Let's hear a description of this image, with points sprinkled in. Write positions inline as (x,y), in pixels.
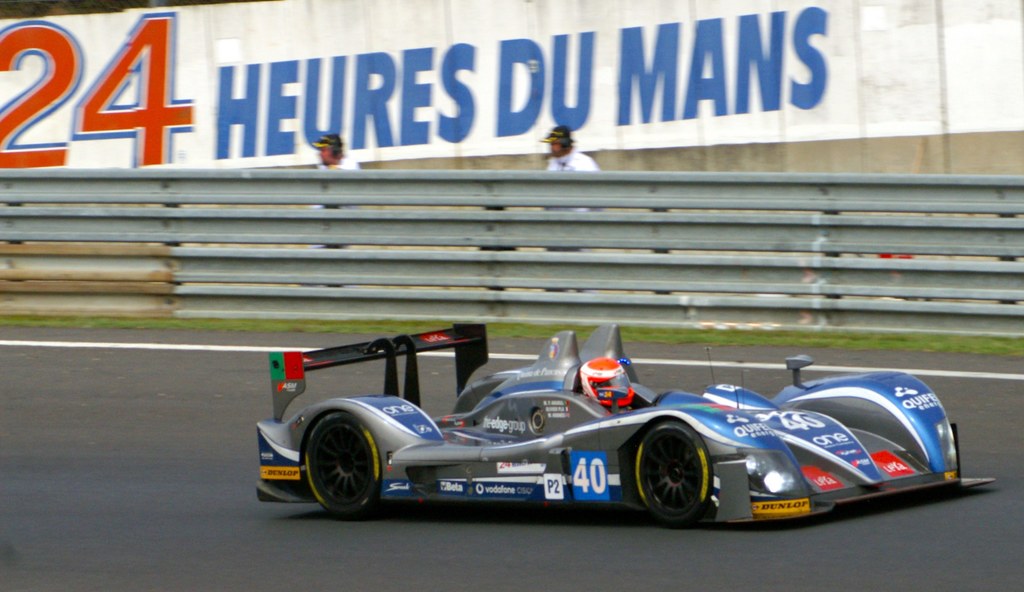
In this image we can see a person (601,381) wearing a helmet (601,381) sitting inside a car (565,502) which is on the road (424,505). On the backside (577,281) we can see two people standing beside a fence (608,294), some grass (742,343) and a wall (492,45) with some text (669,105) on it.
